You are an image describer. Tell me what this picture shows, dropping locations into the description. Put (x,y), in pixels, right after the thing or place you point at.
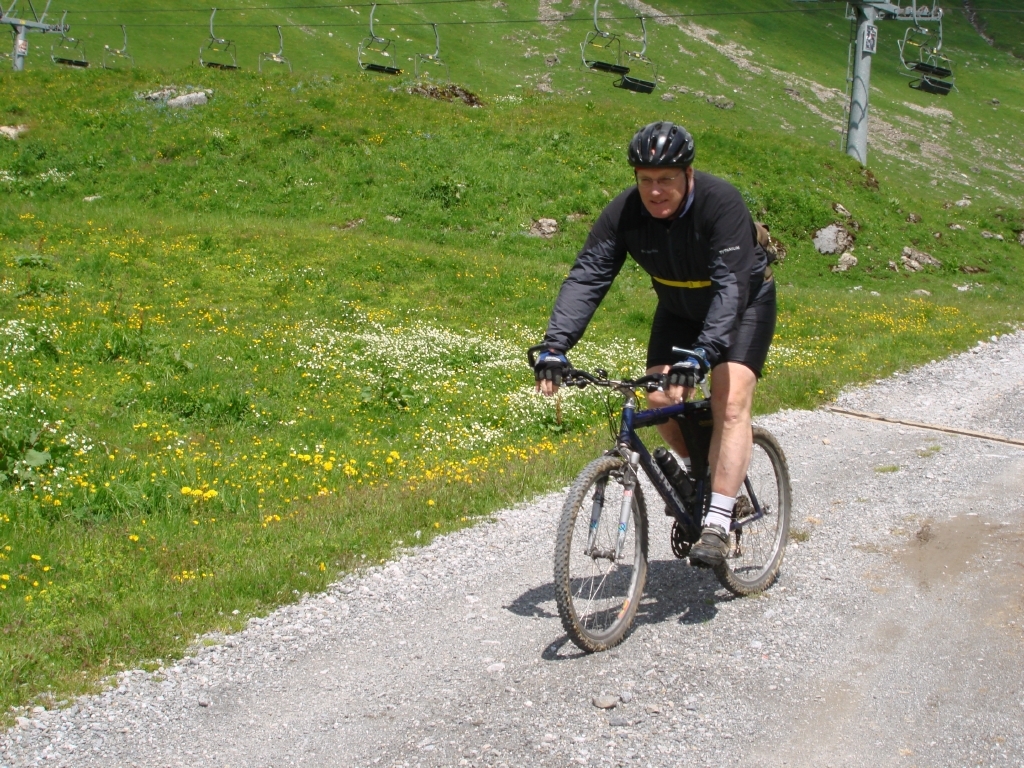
In this image we can see a person (662,227) wearing helmet (665,132) and gloves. He is riding a cycle (596,533) on the road (653,691). On the ground (408,178) there are plants (327,335) with flowers (409,332). Also we can see a pole (864,53). And there is a rope (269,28) with something hanging on it.
